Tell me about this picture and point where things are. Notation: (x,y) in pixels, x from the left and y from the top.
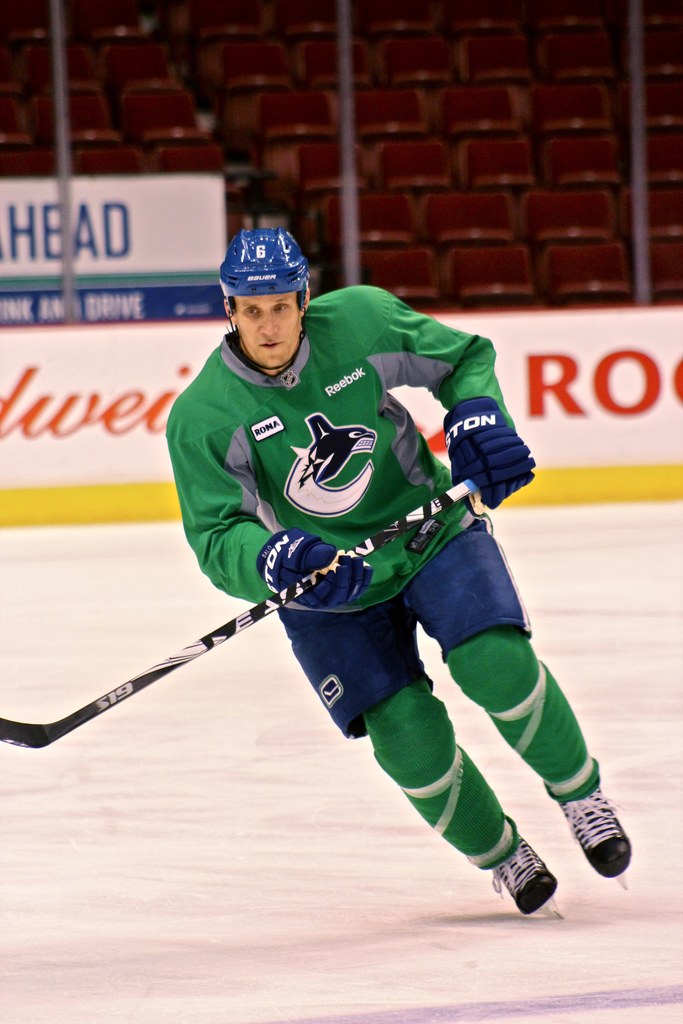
In this image I can see a person (274,456) wearing green, blue and grey colored dress (260,444) is skating on the ice (478,886) and I can see he is holding a hockey stick (107,702) which is black and white in color. I can see he is wearing blue colored helmet (270,254). In the background (86,361) I can see the banner (70,416) which is white in color and few seats (510,233) which are red in color in the stadium (313,167).
